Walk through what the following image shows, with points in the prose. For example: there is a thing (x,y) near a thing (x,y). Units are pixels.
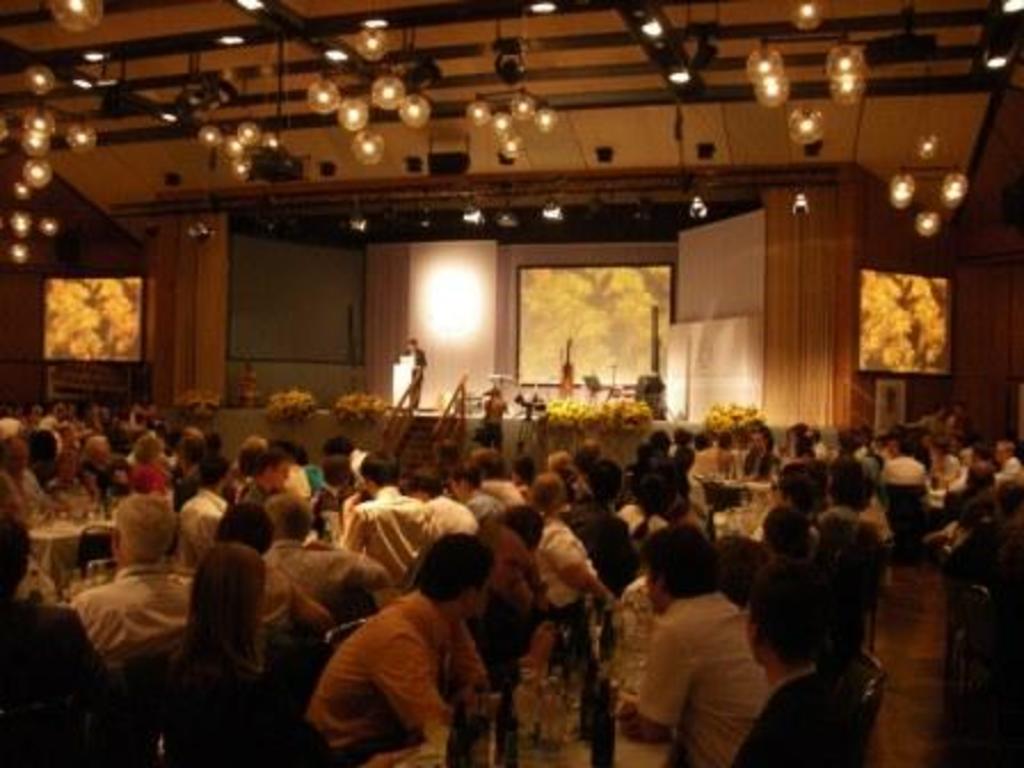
Here many people (428,547) are sitting on the chairs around dining table (627,686). There are wine glasses (556,734) on this table (627,705). In the middle (444,407) a person (416,383) is standing near the podium (400,375), this is the stage (435,391).
